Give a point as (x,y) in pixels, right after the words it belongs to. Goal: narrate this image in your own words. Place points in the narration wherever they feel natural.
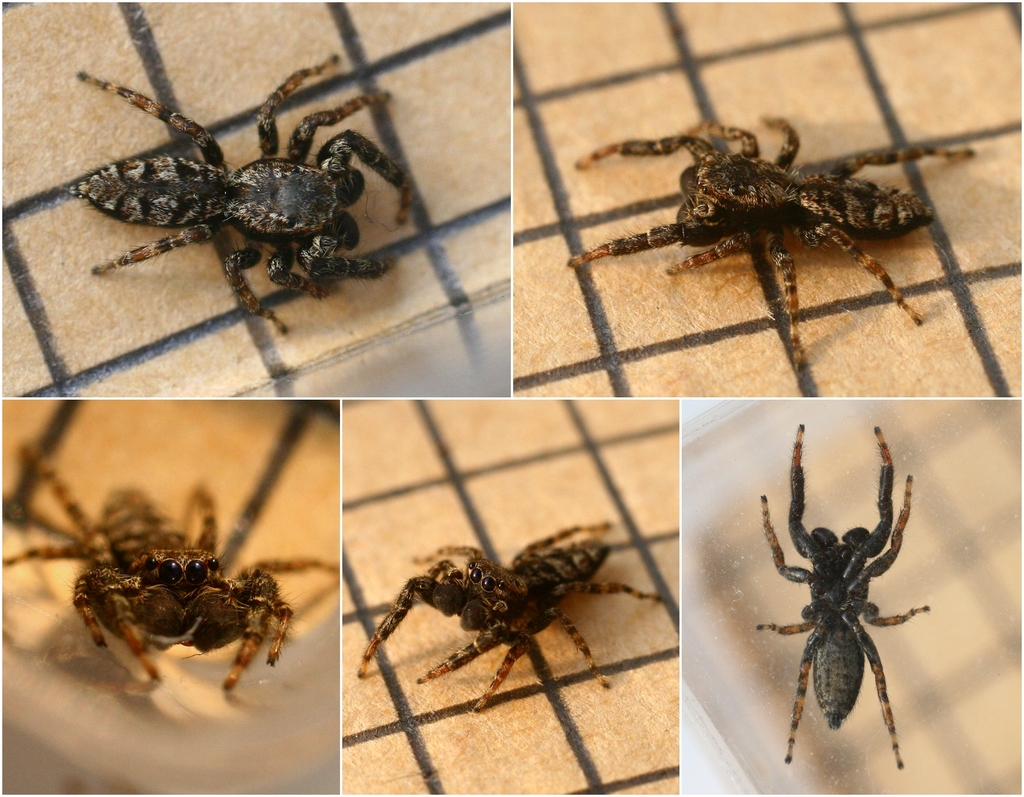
This is a collage picture, in this picture we can see spiders (487,589) on the ground (10,659).
